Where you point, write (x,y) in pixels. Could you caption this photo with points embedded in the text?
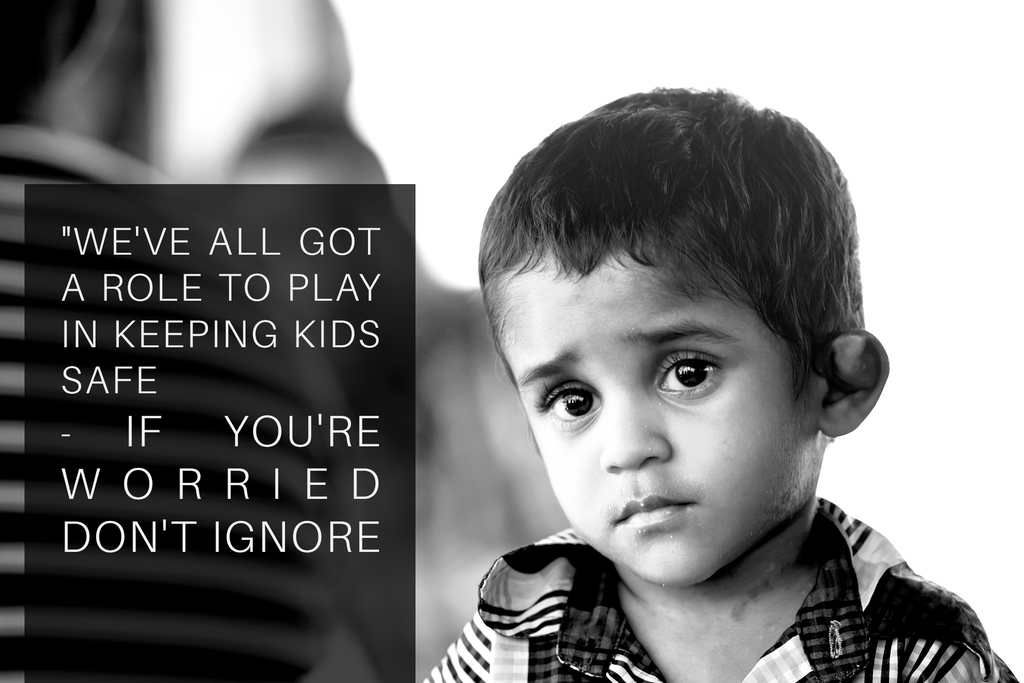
In this image we can see a boy (850,417), beside that we can see some text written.
